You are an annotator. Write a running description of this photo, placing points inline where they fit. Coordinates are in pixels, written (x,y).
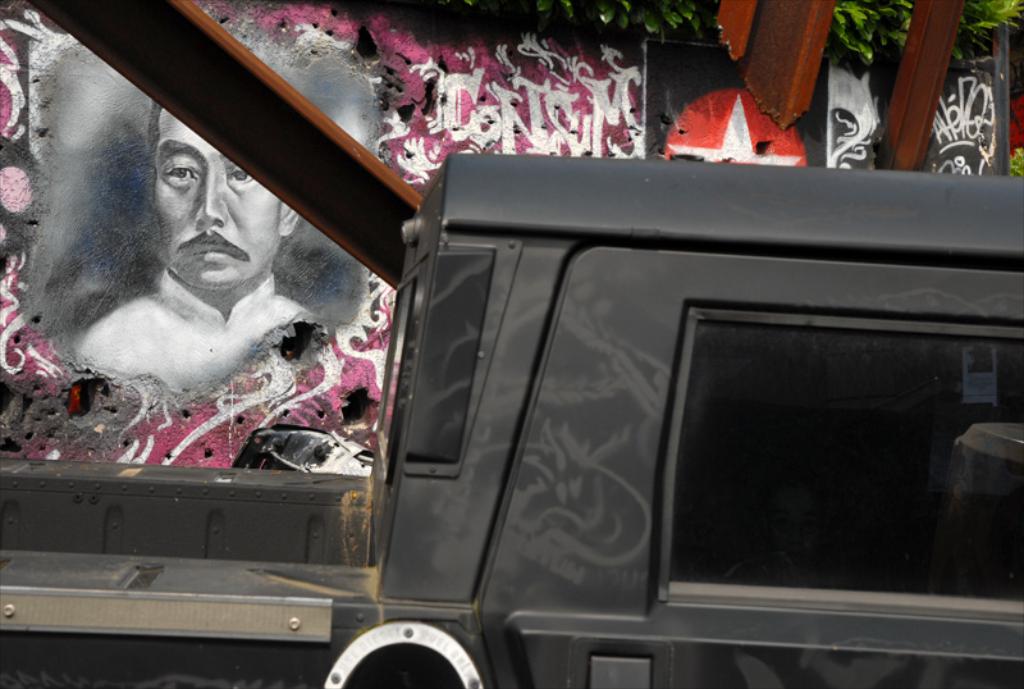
In this image we can see a motor vehicle (672,458) on the road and paintings (546,146) on the wall (865,90).
